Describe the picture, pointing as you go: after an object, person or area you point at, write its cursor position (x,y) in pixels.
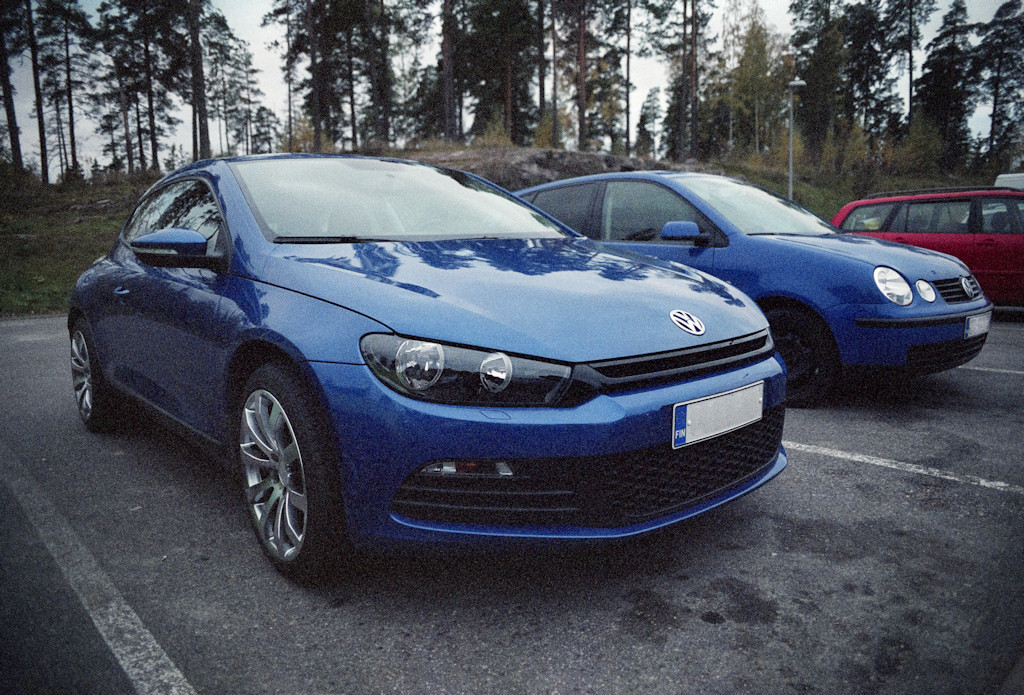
In this image we can see the cars (484,447) on the road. And we can see the lights (791,167). And we can see the trees (820,134). And we can see the sky (78,118).
